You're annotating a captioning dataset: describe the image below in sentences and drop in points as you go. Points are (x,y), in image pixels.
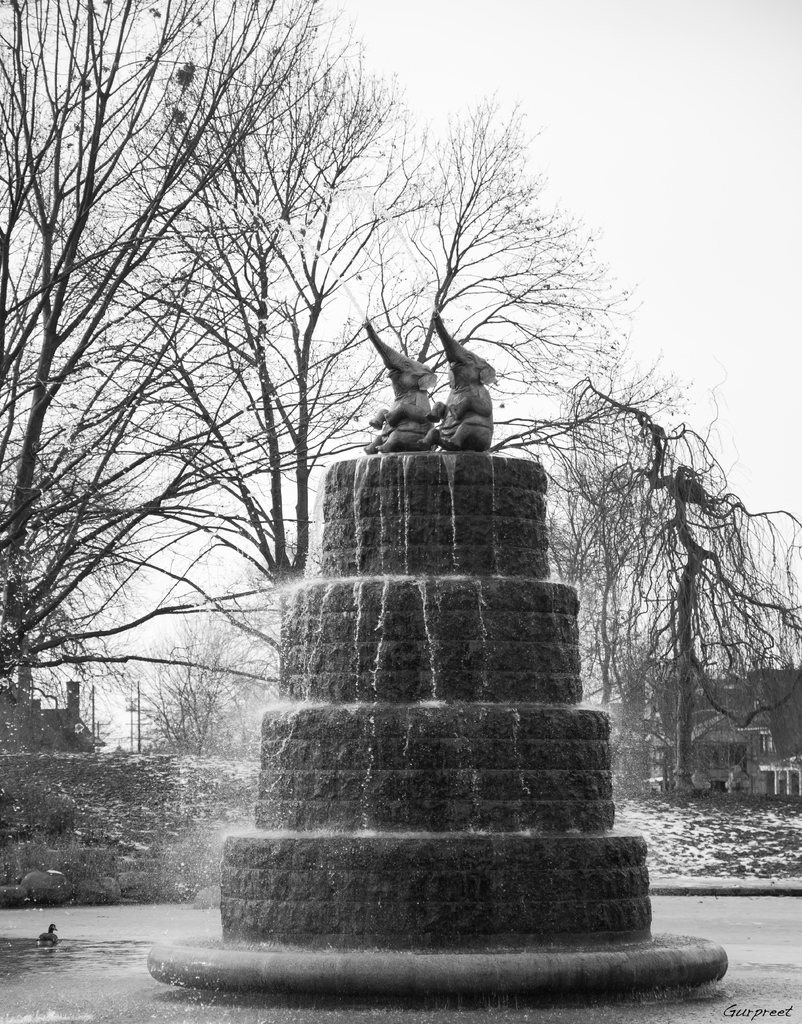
In the center of the image (503,645), we can see a fountain (339,757) and in the background (249,276), there are trees (676,698). At the bottom (80,958), there is water (75,952).
